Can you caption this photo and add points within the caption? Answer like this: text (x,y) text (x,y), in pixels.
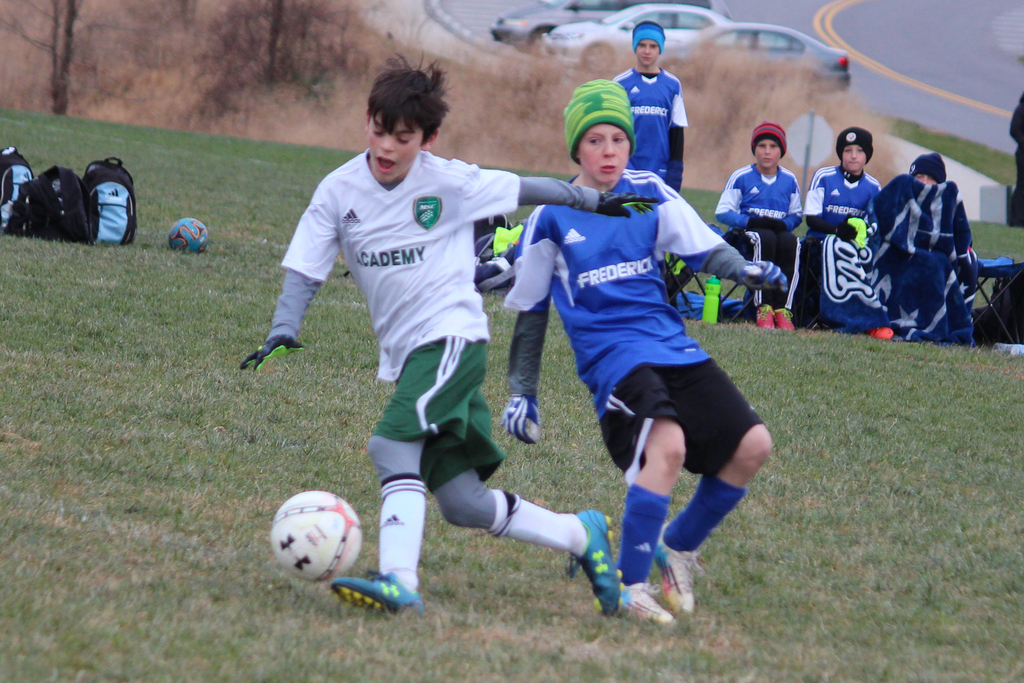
In this image there are few people (712,255) in the ground (429,539) playing football, there were bags (90,198) and cars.
